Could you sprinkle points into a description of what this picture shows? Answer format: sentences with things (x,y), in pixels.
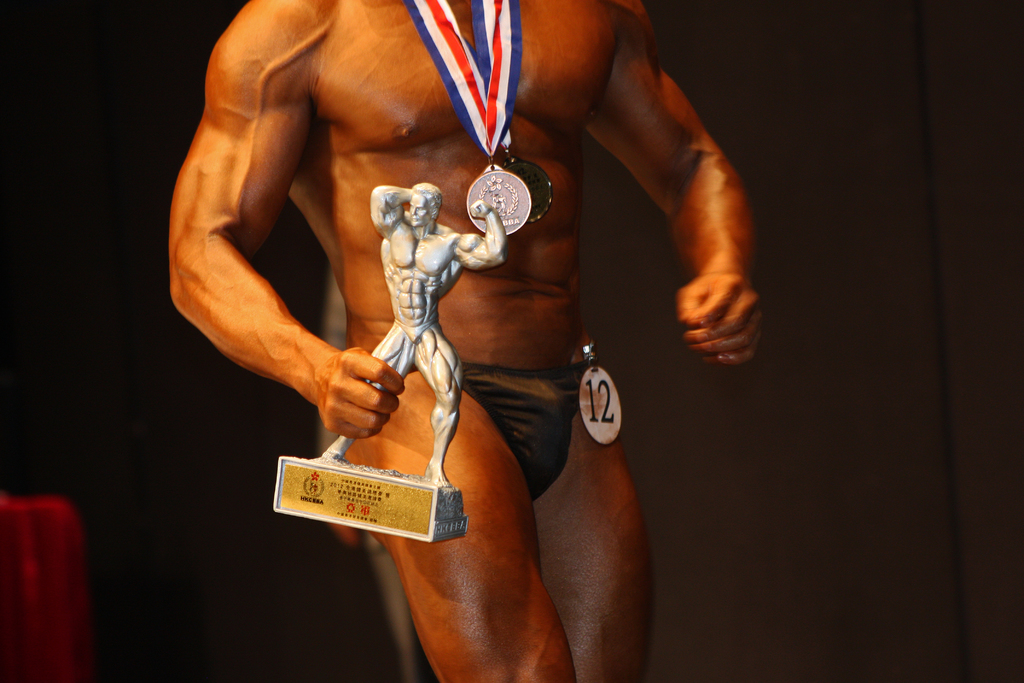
In this image in the center (493,427) there is one person (466,201) who is standing and he is holding some object (434,434) in his hands (351,421), and he is wearing some medals (501,178). In the background (366,566) there is another person (408,621) and wall (373,583).
